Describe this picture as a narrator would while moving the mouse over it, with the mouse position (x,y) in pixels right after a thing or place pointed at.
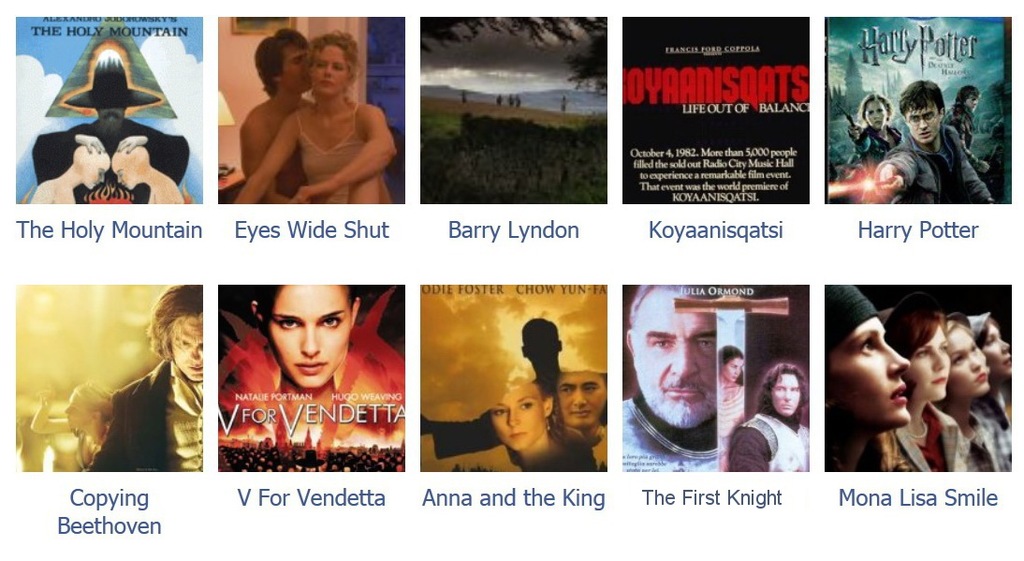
In this I can see ten images (672,448) which looks like a front covers (1005,69) of movies (122,305). In this I can see group of people (314,118), trees (522,153), mountains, text (727,175) and the sky (998,37).
